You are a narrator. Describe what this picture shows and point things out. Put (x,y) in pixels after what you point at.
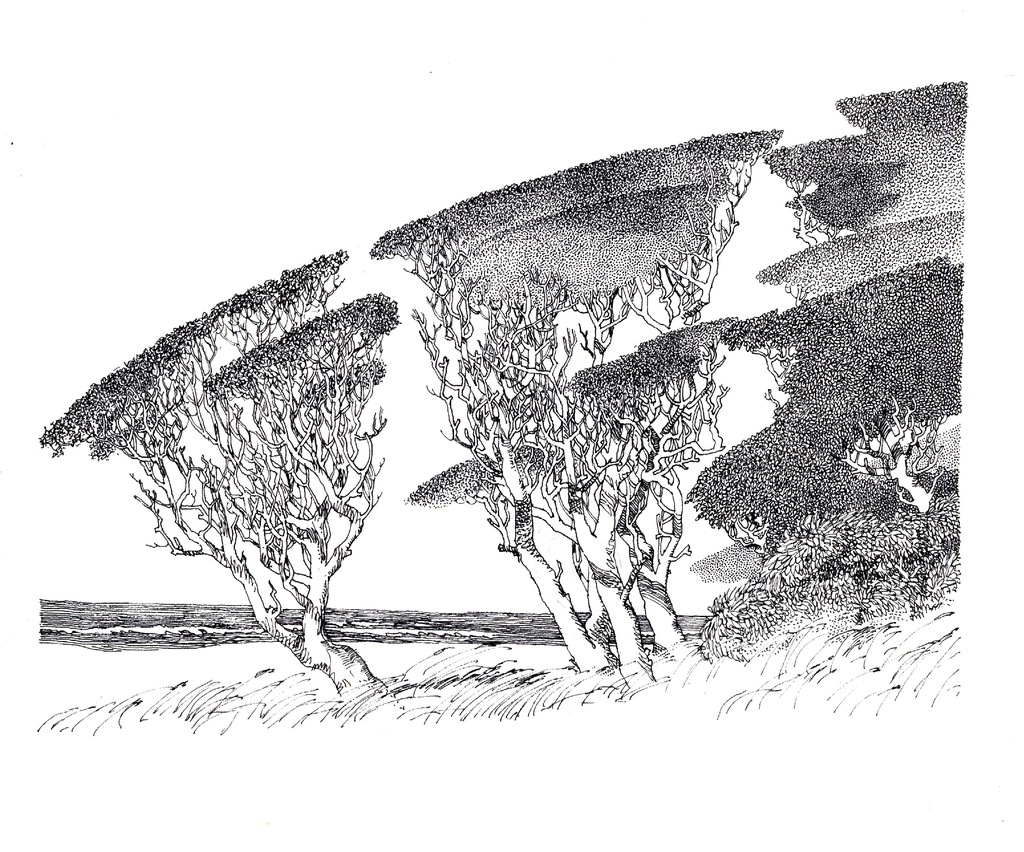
In the center of the image (459,315) there is sketch (417,335) of trees (435,329), water (97,619).
